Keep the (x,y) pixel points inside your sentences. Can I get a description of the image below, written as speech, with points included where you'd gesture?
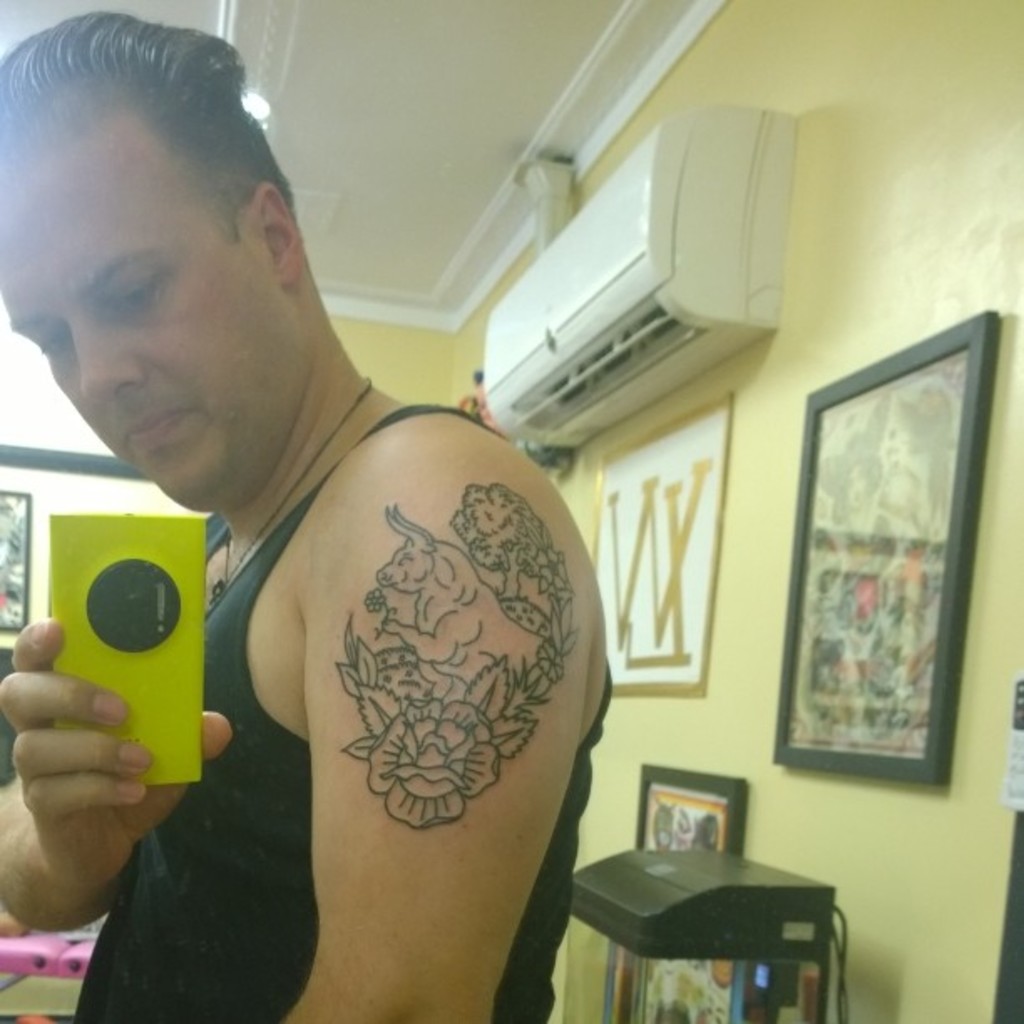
This picture shows about a man (155,420) taking a photo with the yellow phone (130,565) and showing the tattoo (530,687). Behind there is a yellow wall (763,513) with many photo frames (699,513) and ac unit (723,204).
